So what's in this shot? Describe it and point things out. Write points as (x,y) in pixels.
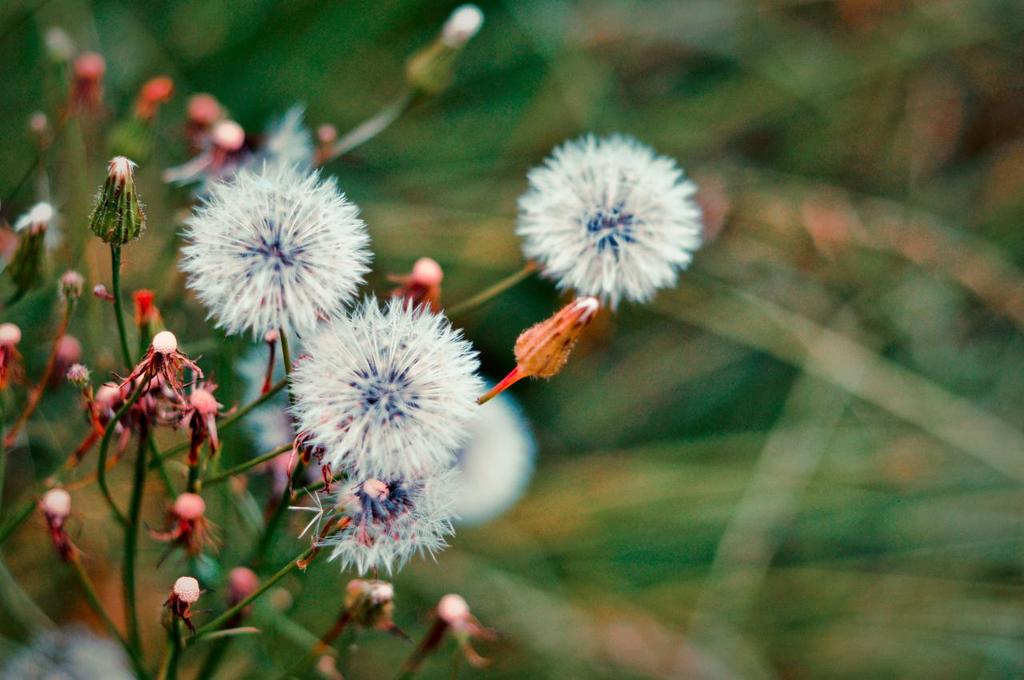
On the left side (170,610), there are plants (468,642) having flowers (57,52). Some of them are in white color. And the background (341,3) is blurred.
